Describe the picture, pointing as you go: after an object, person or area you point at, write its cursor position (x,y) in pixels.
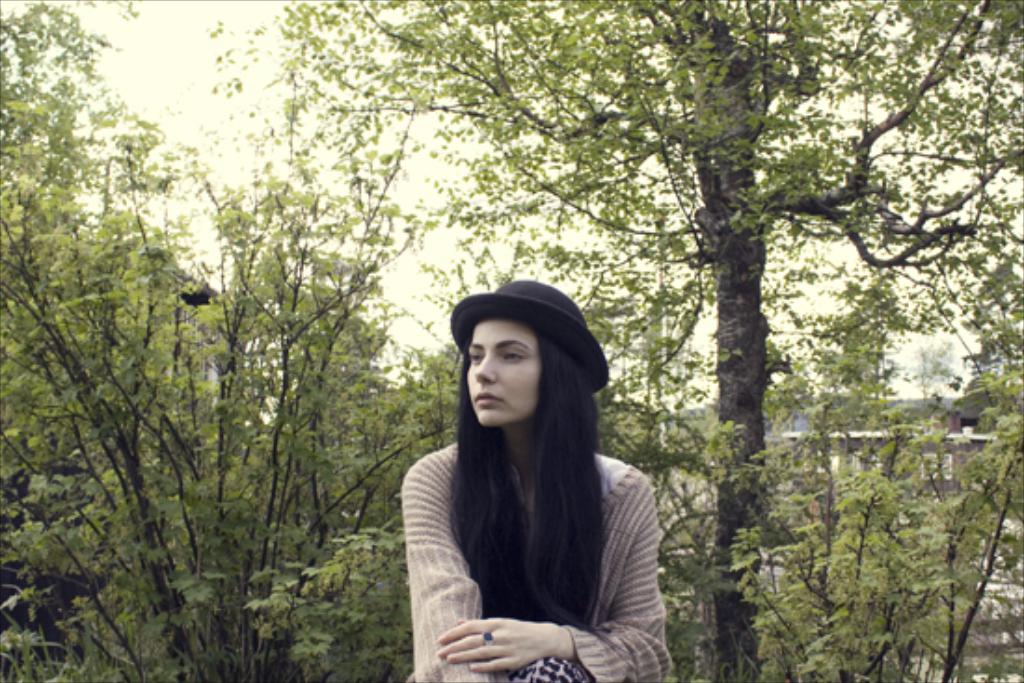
In this image, I can see a woman (494,565). There are trees (985,392) and I can see a house (950,463). In the background (180,76), I can see the sky (418,162).
